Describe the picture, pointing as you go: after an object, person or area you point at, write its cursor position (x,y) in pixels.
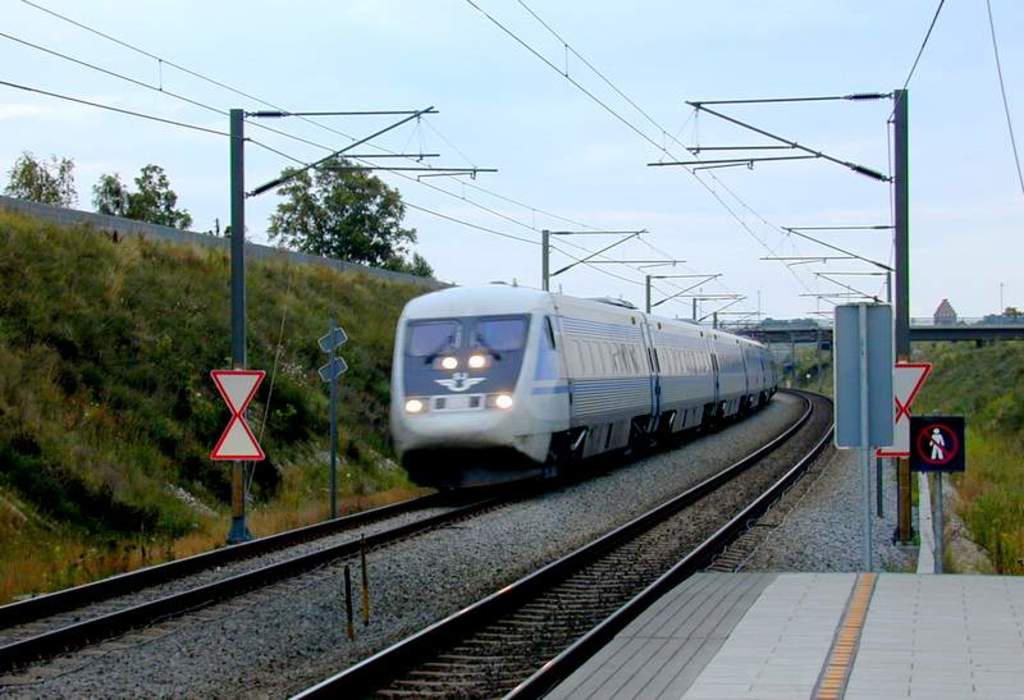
In this image, I can see a train (496,441) on a railway track (407,523) and there are sign boards (229,370) to the poles (866,525), electric poles (546,250) with current wires (517,236), plants (250,329), trees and a bridge (983,331). In the bottom right corner of the image (730,662), I can see a platform (900,641). On the right side of the image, there is a building (950,315) behind a bridge (958,328). In the background (664,253) there is the sky (678,70).
